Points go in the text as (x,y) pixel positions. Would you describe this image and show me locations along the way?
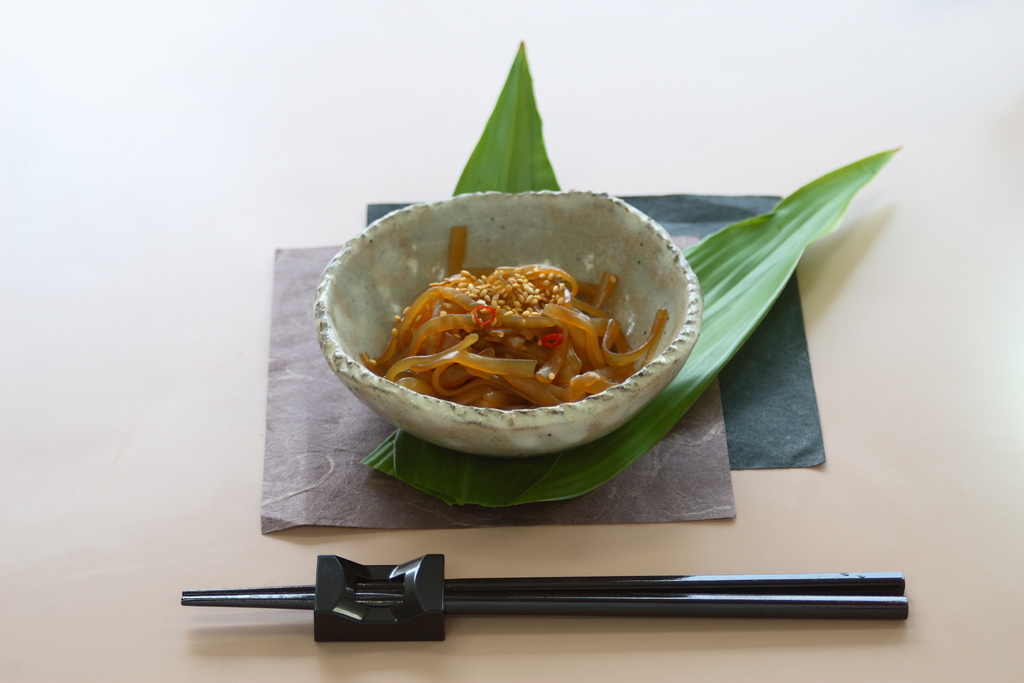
a bowl (379,291) containing noodles (444,351) is placed on leaves (702,255). in front of that there is a pair of chopsticks (566,588).
